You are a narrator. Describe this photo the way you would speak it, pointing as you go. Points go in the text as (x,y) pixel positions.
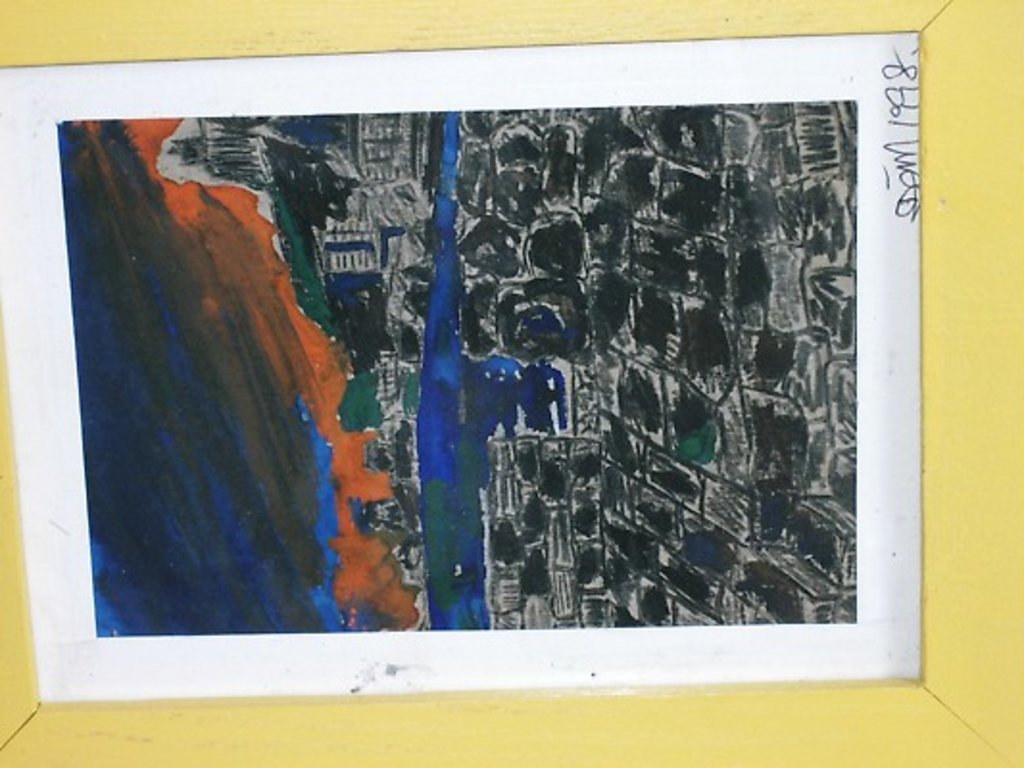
This is an image of the painting (743,470) where we can see some buildings (589,398) and a river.
